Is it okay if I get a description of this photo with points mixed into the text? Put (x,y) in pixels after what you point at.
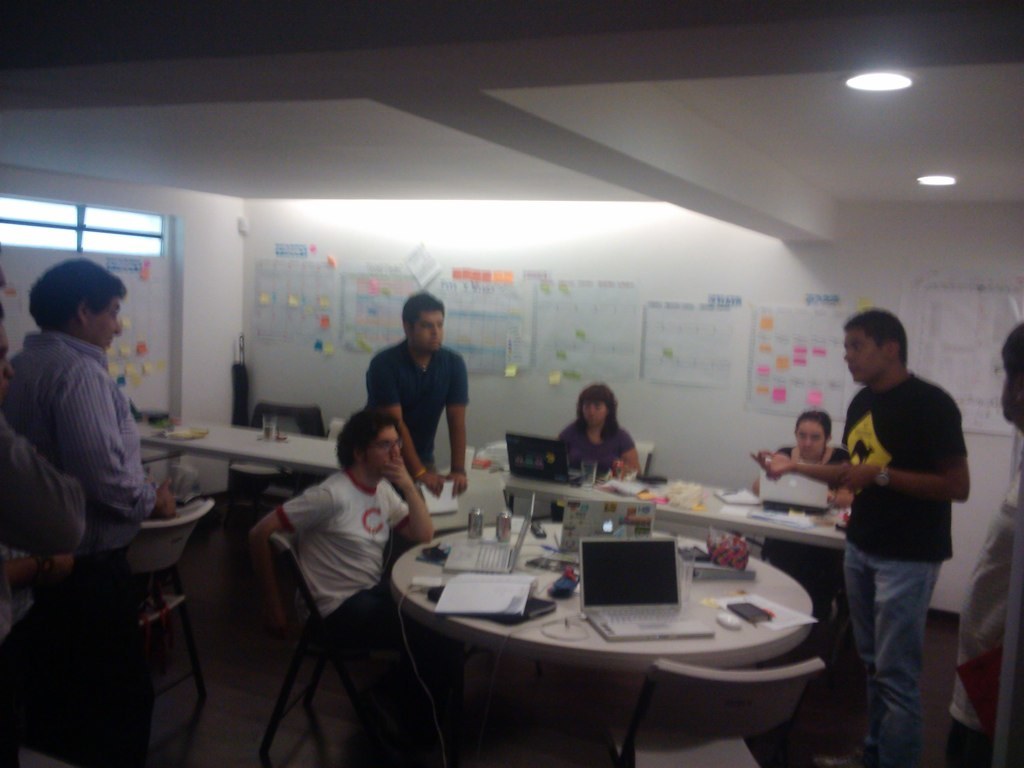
In this image I can see the group of people (399,450) with different colored dresses (870,538). I can see few people (381,592) are sitting in-front of the table (403,594) and few people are standing. On the tables (570,638) I can see the books (462,590), laptops (625,636), tins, papers (519,576) and many objects (560,592). In the background (153,391) I can see some papers (471,346) to the wall (557,393). And there are lights (955,184) in the top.
